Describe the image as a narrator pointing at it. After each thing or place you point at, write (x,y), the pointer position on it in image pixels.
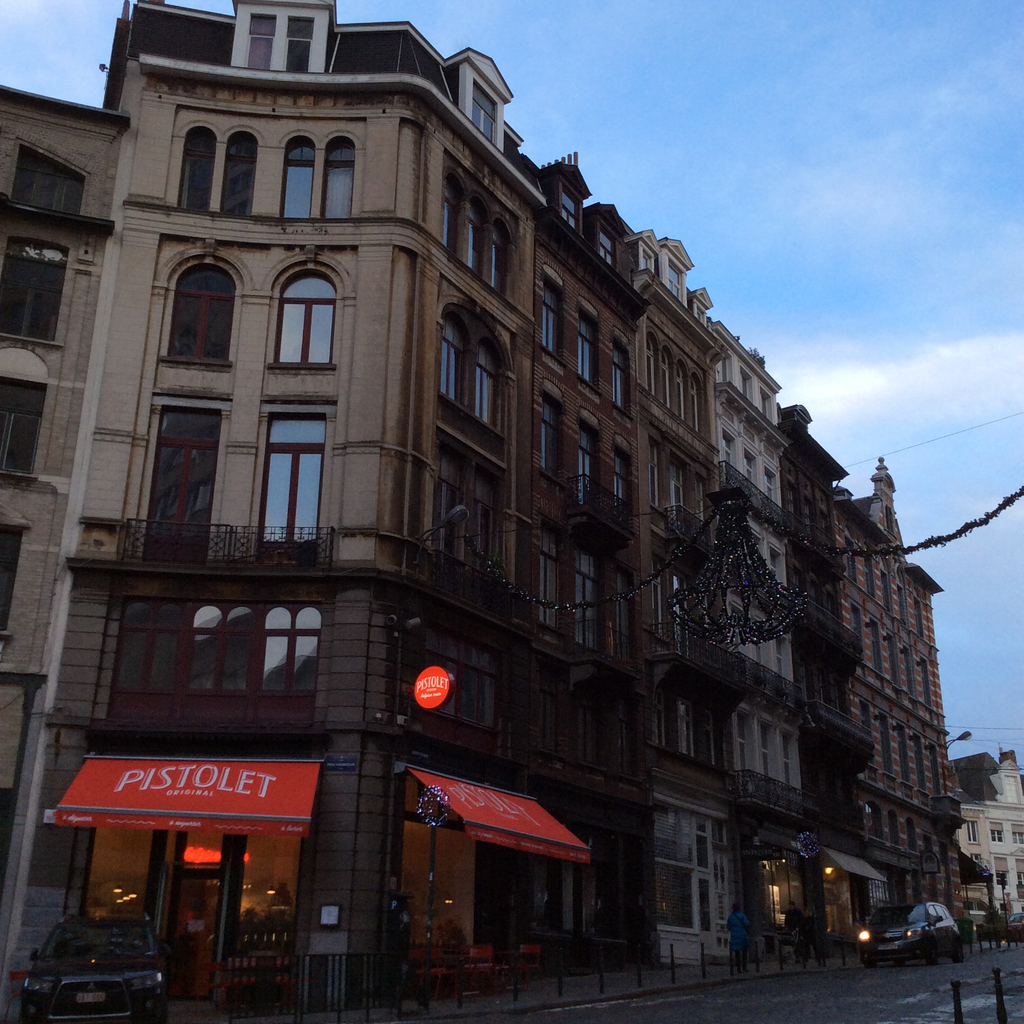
In this image we can see a few buildings (601,571), there are some windows (624,604), shops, poles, people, grille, boards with some text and a vehicle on the road (931,969), in the background (713,160) we can see the sky (879,177) with clouds (863,360).
